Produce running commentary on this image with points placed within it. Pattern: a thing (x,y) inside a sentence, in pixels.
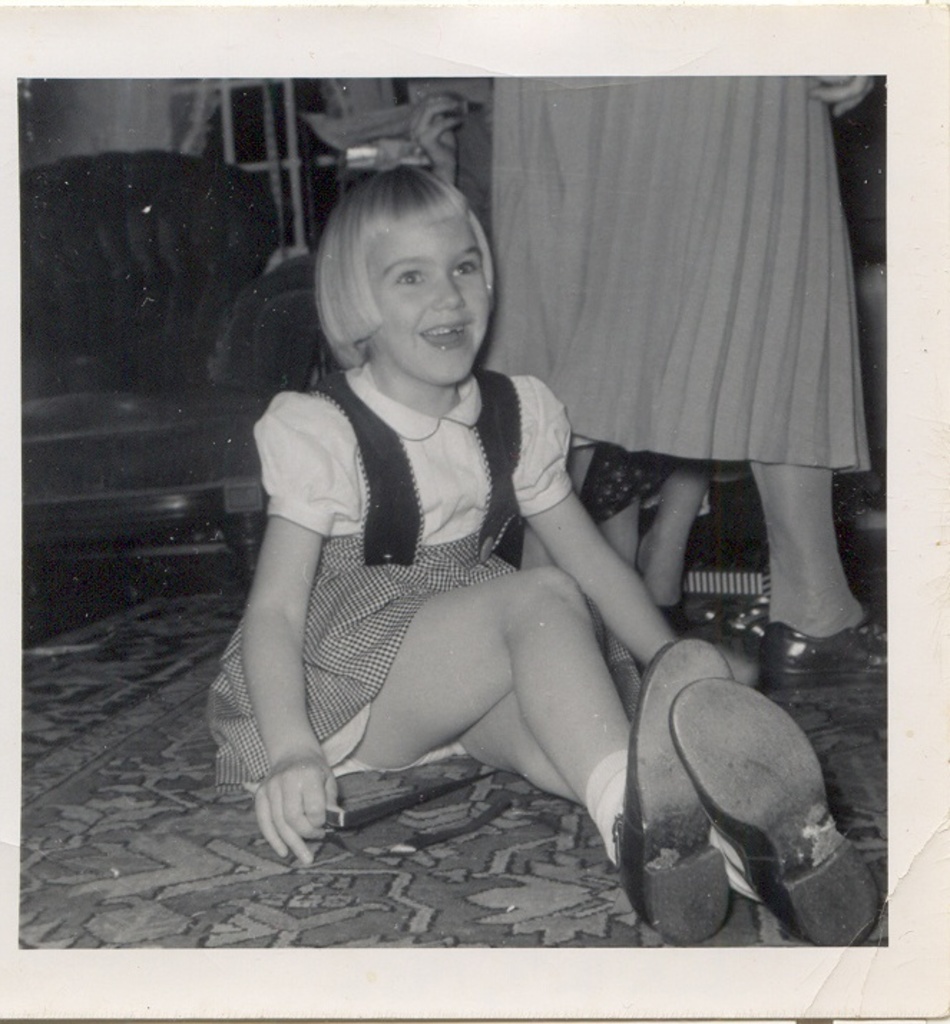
In this image there is a photograph (555,517), there is a girl (492,499) sitting, she is holding an object (371,788), there is a mat (164,755) on the floor (246,831), there is a person (686,229) towards the right of the image (769,265), there are objects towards the right of the image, there is a couch (171,314) towards the left of the image (172,288), the borders (347,61) of the image is white in color.
